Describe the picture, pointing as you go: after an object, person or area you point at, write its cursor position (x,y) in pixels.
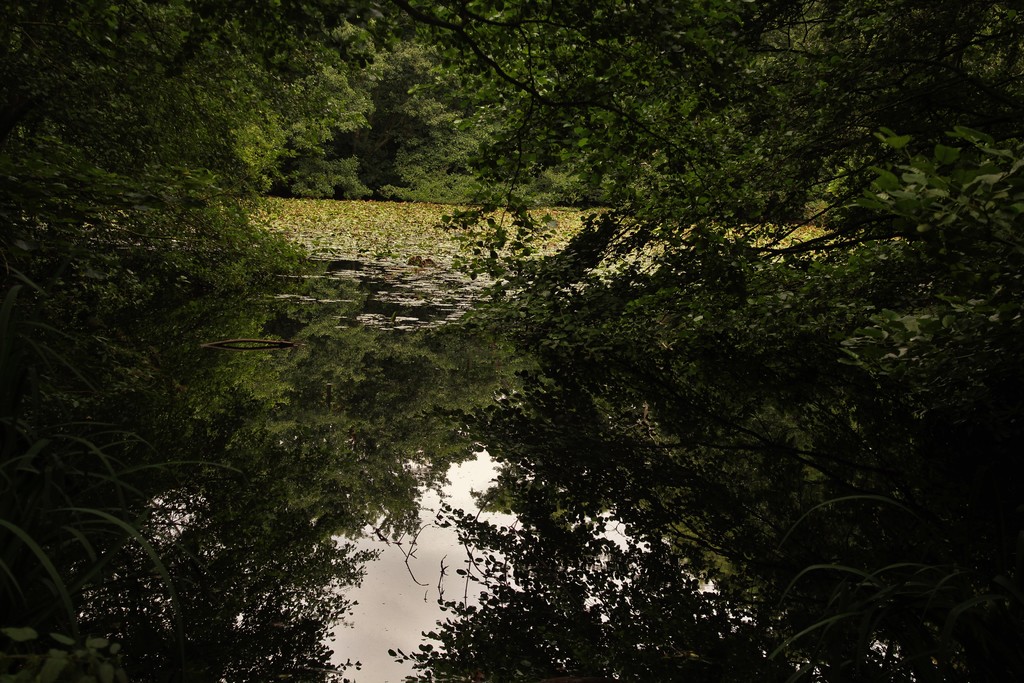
In this image I can see the water (365,444) and many leaves (413,249) on the water (376,268). To the side there are many trees (498,63) can be seen.
